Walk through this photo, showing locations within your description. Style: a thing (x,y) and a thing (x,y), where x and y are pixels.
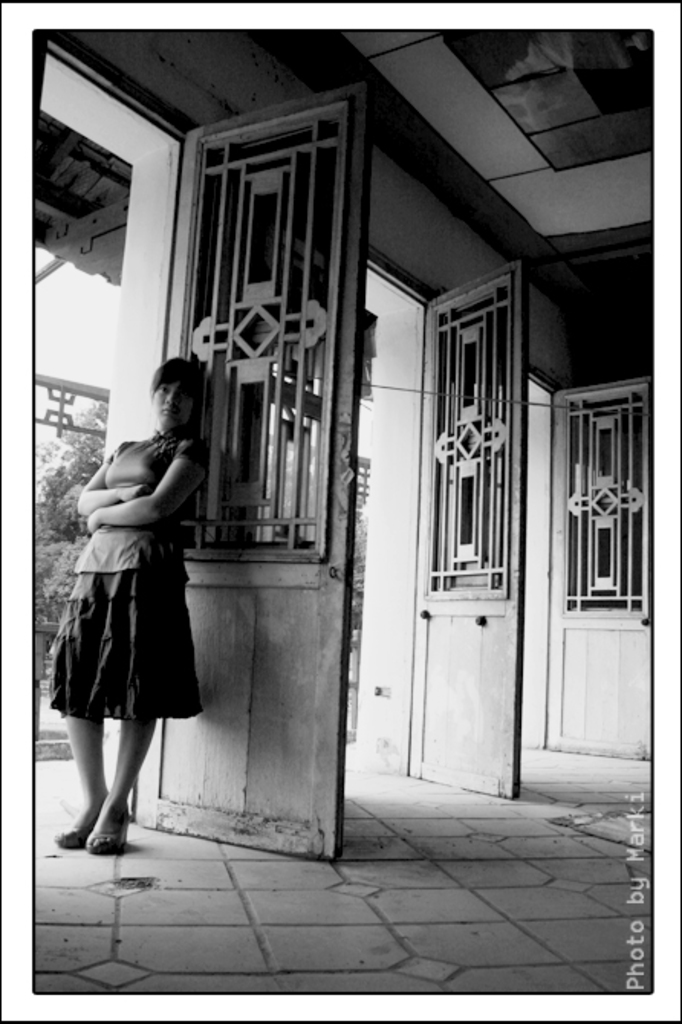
In this picture there is a woman (164,472) who is standing near to the door (189,614). On the right (500,657) there are another two doors (521,494). At the top of the building (512,52) there is a roof (494,39). In the bottom right corner (626,836) there is a watermark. On the left (64,513) i can see the trees (77,520) and sky (56,375).
